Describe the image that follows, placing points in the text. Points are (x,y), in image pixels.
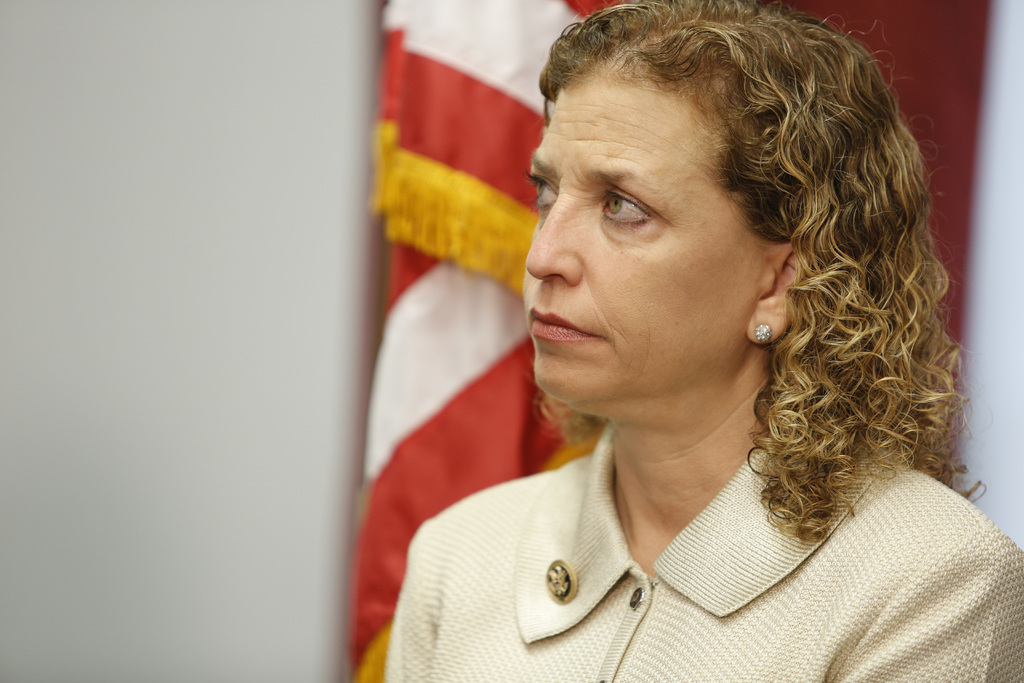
In this image there is a woman (474,554), in the background (503,6) there is a flag (477,31) and a wall (186,76) and it is blurred.
